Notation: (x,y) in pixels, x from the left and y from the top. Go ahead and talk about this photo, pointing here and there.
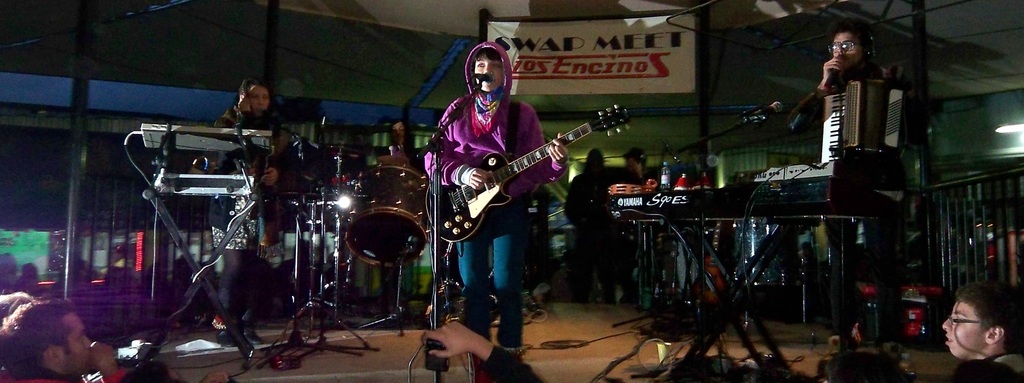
In this image I can see few people (470,144) playing musical instruments (371,210) on the stage (573,351). At the top (633,66) there is some text (581,59). At the bottom (37,339) there are few people (69,343).
